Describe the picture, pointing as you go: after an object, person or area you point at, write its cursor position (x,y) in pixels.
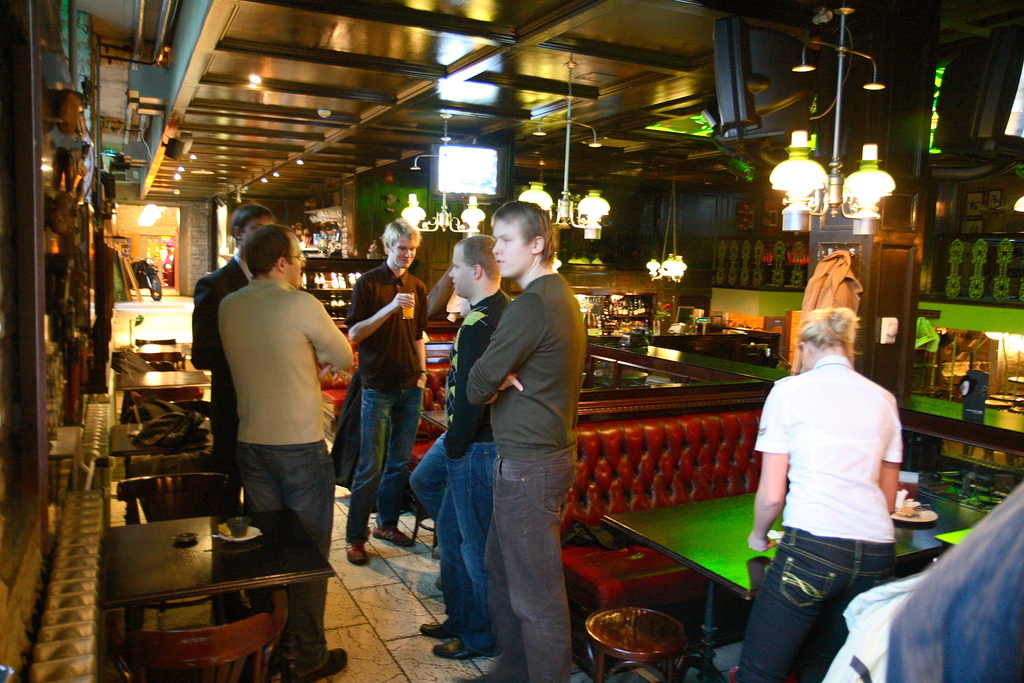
In this image I can see few person (309,396) standing. There is a table (275,550), chair (261,652). At the background (731,261) there are some objects (672,324).
